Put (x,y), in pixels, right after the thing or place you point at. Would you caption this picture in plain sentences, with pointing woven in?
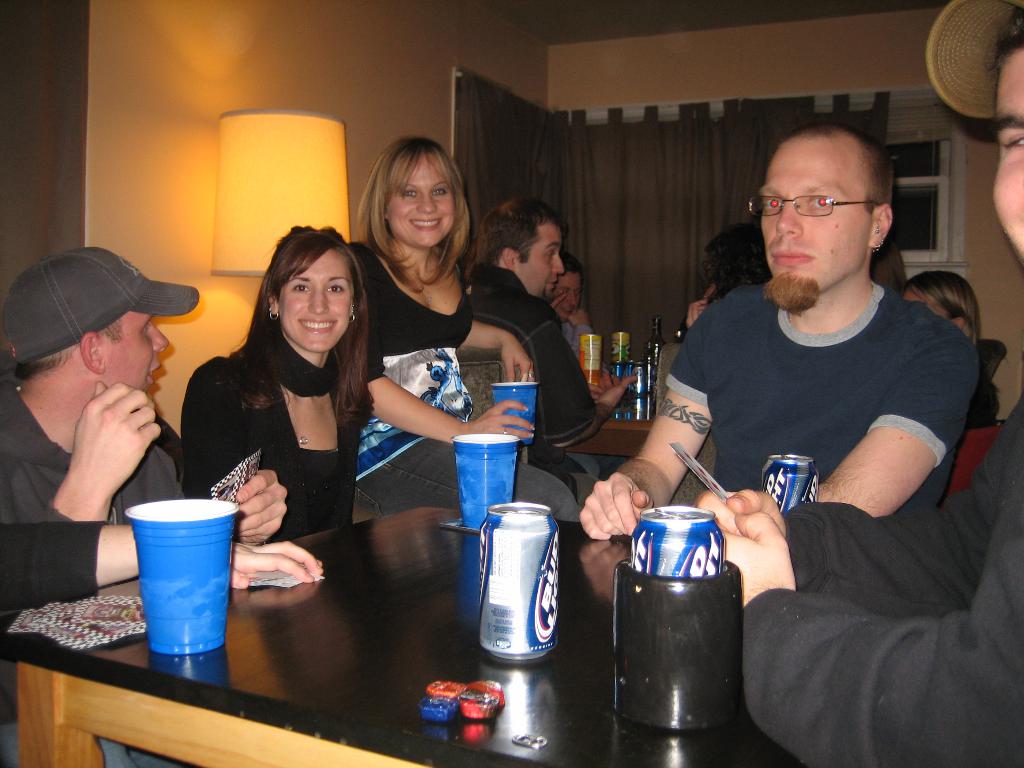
On the left side of the image (275,378) we can see two persons (275,372) are sitting and one lady (429,384) is sitting and holding a glass (521,401) in her hand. In the middle of the image (573,371) we can see a table (580,560) on which cans (500,575) are there and some persons (570,397) are sitting on the chairs (690,481). On the right side of the image (797,163) we can see two persons (859,404) are there and one is holding the cards (708,478) in his hand (759,511).
